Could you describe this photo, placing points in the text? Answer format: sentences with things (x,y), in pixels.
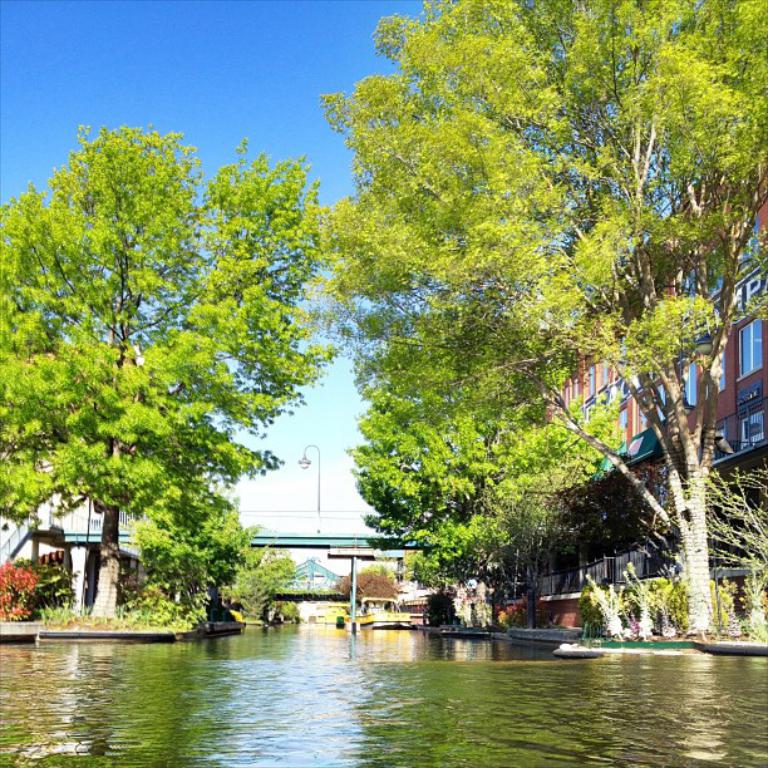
In this image we can see bridge (294,547), trees (122,492), houses (47,516), buildings (582,395), water (579,667), plants (676,597), boats (365,600), sky (210,72) and clouds (328,475).
